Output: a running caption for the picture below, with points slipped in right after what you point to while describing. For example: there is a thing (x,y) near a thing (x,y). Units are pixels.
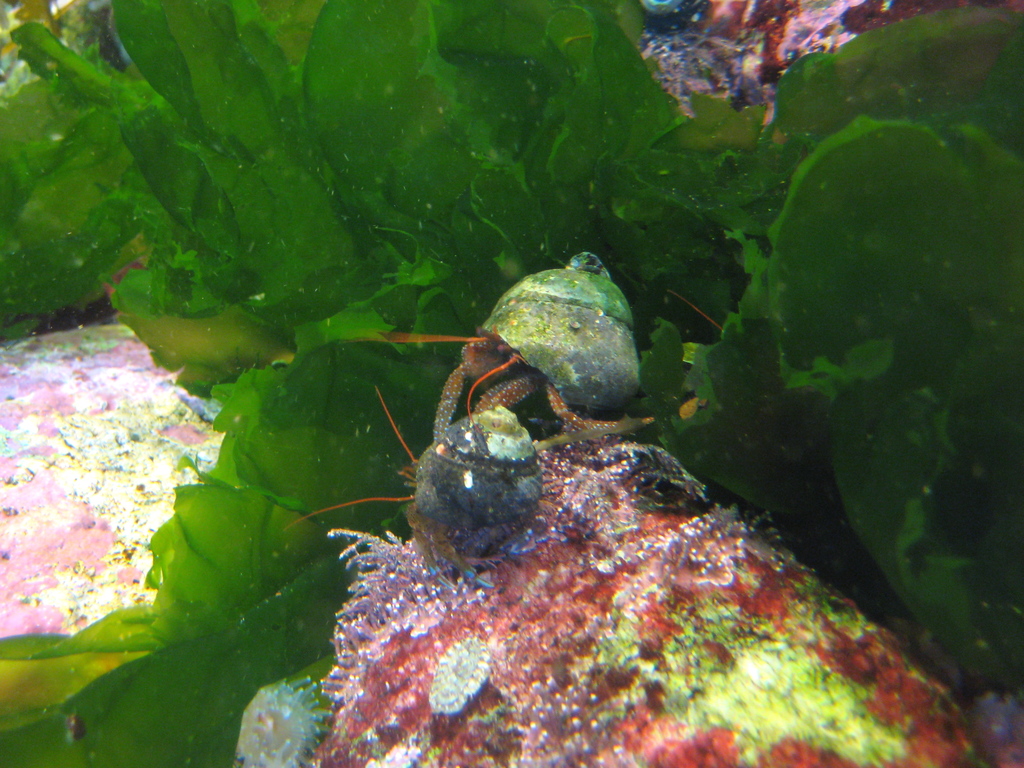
In this picture, we see the aquatic plants (406,462) and animals (408,449). This picture might be clicked in the aquarium (293,330).
